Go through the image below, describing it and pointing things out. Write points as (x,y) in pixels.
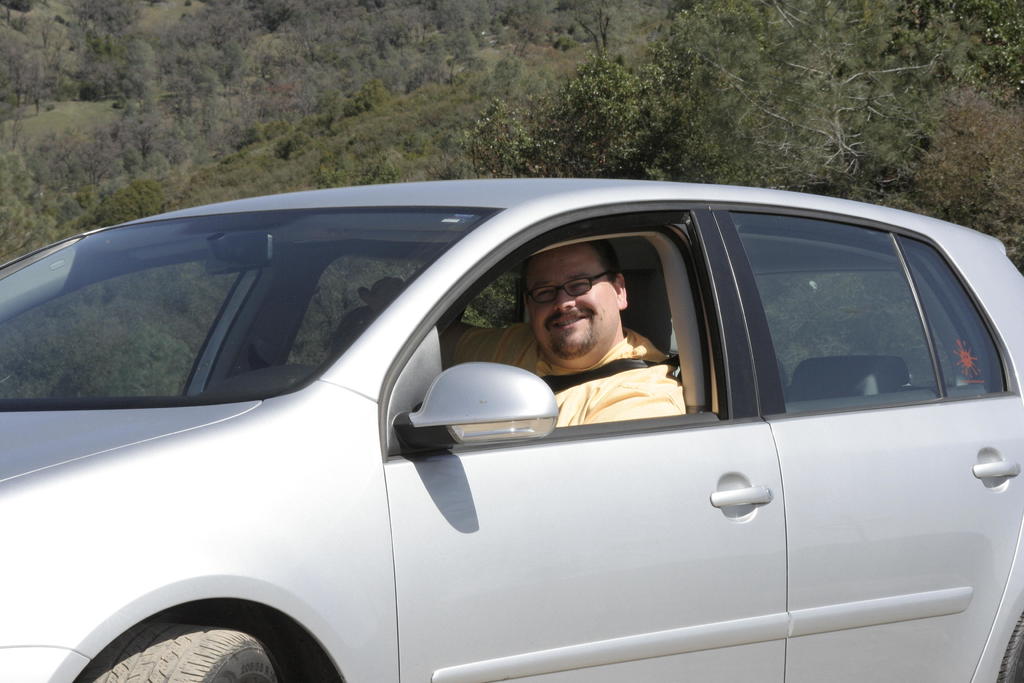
In this picture we can see a person (648,413) riding a car (685,453), in the backdrop (761,67) we see a mountain (552,66) and some trees (603,103).
